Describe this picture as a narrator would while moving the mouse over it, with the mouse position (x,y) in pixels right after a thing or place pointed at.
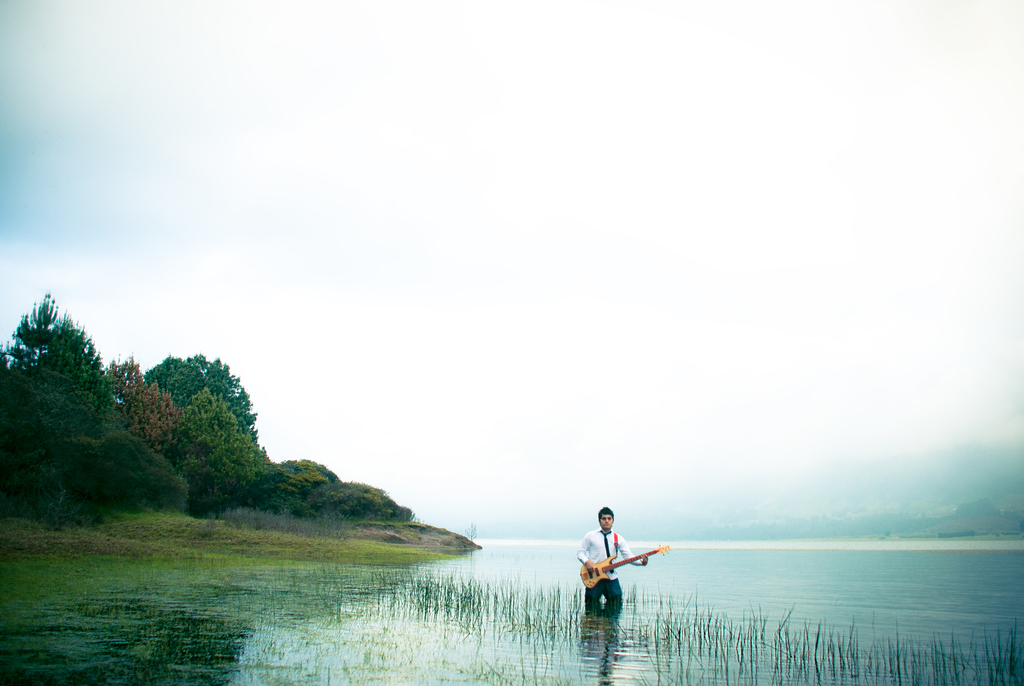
In this picture, there is a sea (595,621) at the bottom (566,588). In the sea (560,598), there is a man (620,535) wearing a white shirt (596,545) and holding a guitar (663,550). Towards the left (100,451), there are trees (254,493) and grass (322,534). On the top (626,202), there is a sky (440,185).
